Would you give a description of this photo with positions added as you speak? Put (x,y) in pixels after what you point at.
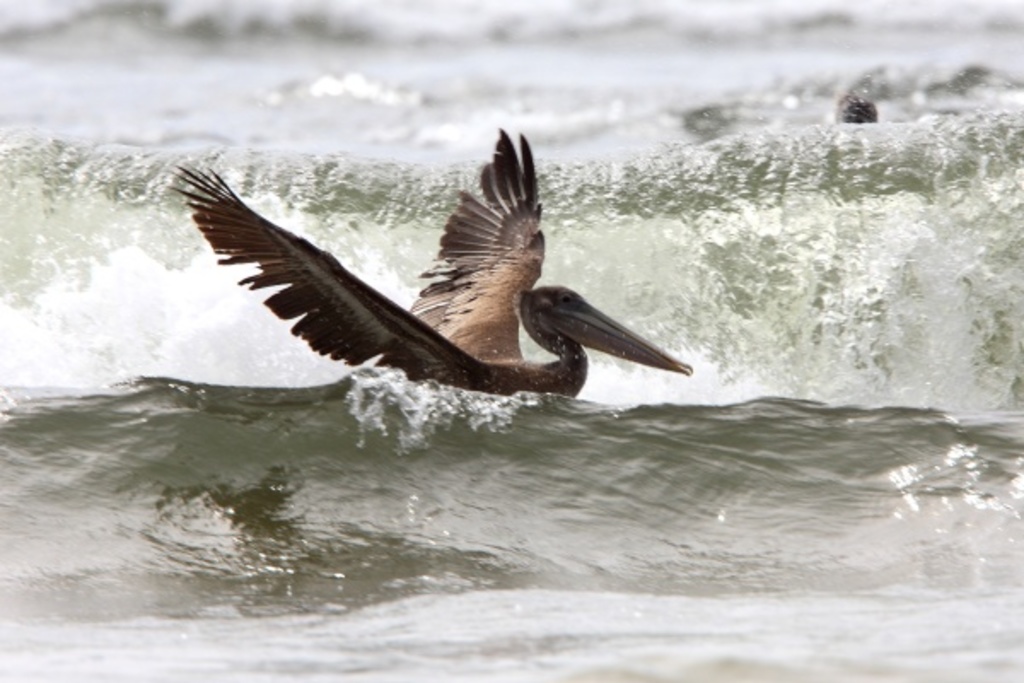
There is a pelican (447,292) on the water (450,11).
